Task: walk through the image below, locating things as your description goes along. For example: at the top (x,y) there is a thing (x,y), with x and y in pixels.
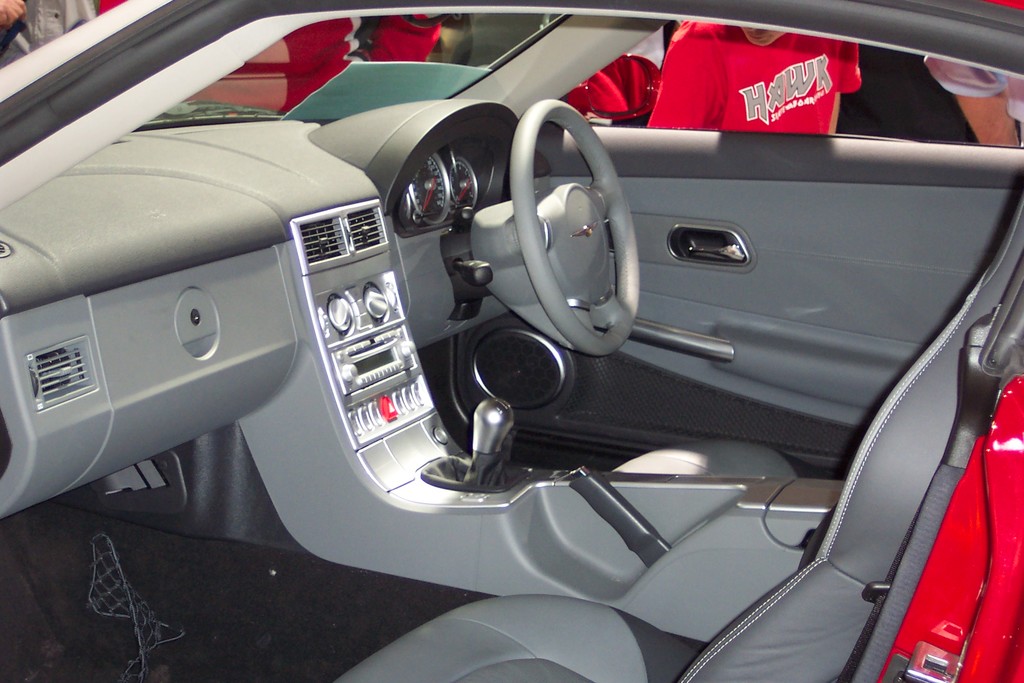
In the foreground of this picture (627,118) we can see the seat (571,642), steering wheel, door (731,278), window (772,100) and speedometer (435,184) and some other parts (356,308) of the car (539,299). In the background (655,50) we can see the group of persons (39,38) and some other objects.
